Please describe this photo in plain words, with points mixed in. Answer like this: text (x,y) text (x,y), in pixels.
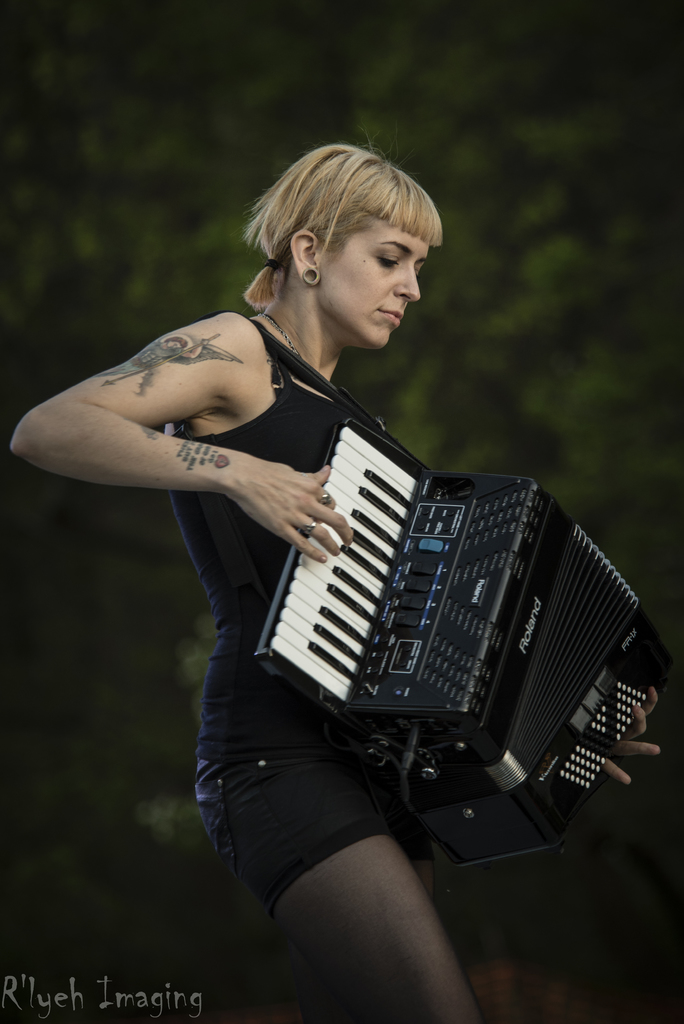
In the image there is a woman (333,518) in black outfit (248,777) playing a piano accordion (453,607), in the back (521,300) there is a tree (277,122).
